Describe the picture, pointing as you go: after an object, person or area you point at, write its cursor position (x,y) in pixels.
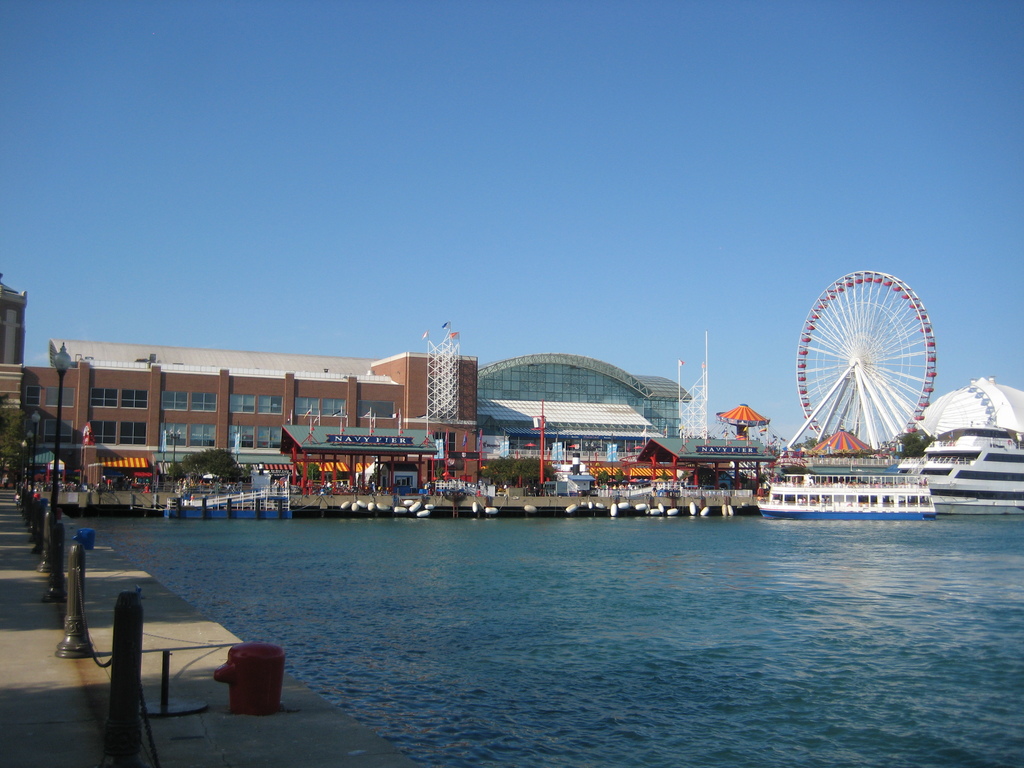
In the given picture, I can see a lake (756,517) and a boat (850,506) after that i can see a giant wheel (931,379) next i can see a building (298,387) and a bollard (249,683) and also i can see the way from where we get access to get inside the building (239,398).
